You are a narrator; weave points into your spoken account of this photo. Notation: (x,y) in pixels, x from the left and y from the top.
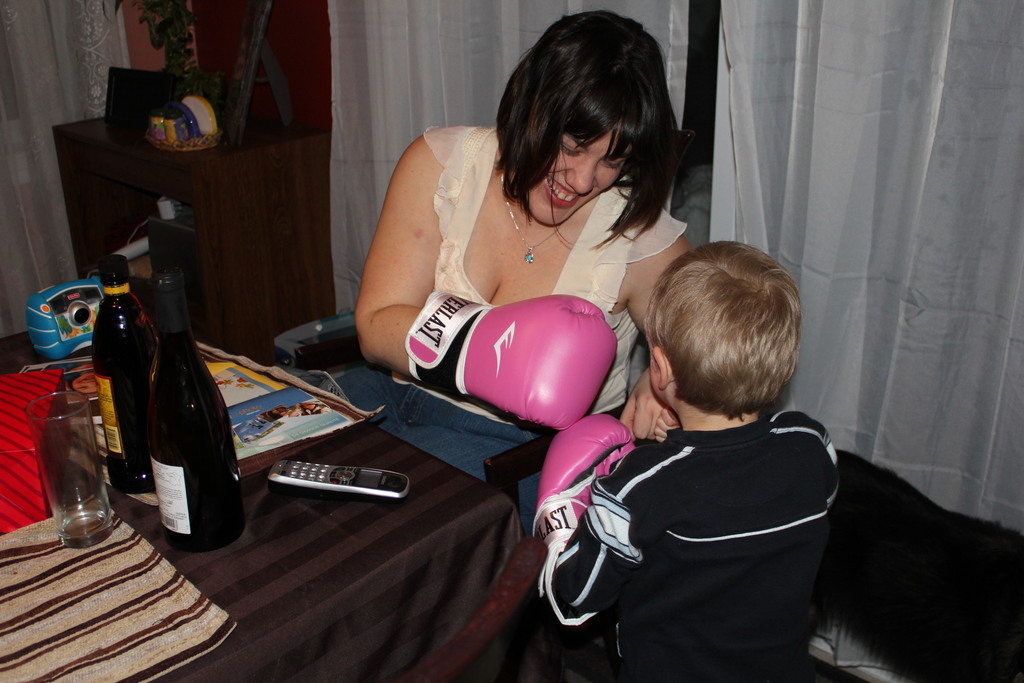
In this image i can see a woman (543,200) sitting and smiling there is a kid (664,467) in front of her, there are two bottles (148,384), a glass (65,429), a phone (279,467) and a paper (269,408) on a table (215,568) at the back ground (403,62) i can see a small pot (202,127) on a cupboard (220,157), a wall (292,64) and a curtain (361,57).
